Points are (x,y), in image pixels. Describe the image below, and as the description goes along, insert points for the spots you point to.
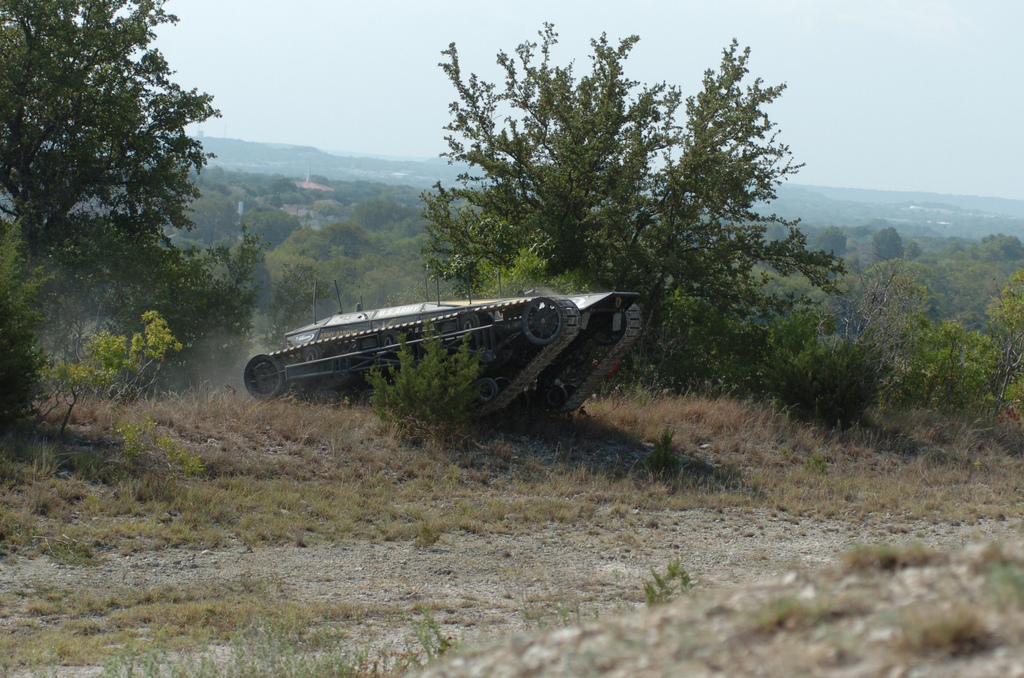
In this image I can see the grass (414,466). I can see a tank (392,354). In the background (502,204), I can see the trees (927,239) and the sky (892,82).
